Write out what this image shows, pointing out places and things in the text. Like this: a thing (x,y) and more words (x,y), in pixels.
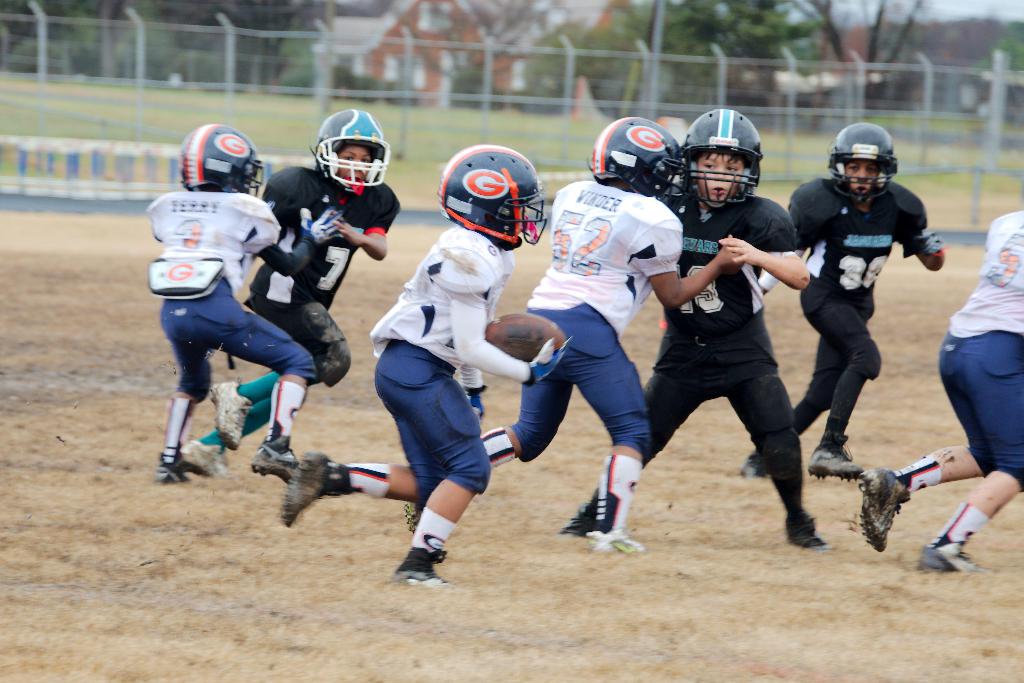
In this picture there are group of people (739,178) in the center of the image (472,443), they are playing and there are houses (576,9), trees (769,26), and a net (586,89) in the background area of the image (476,89).
